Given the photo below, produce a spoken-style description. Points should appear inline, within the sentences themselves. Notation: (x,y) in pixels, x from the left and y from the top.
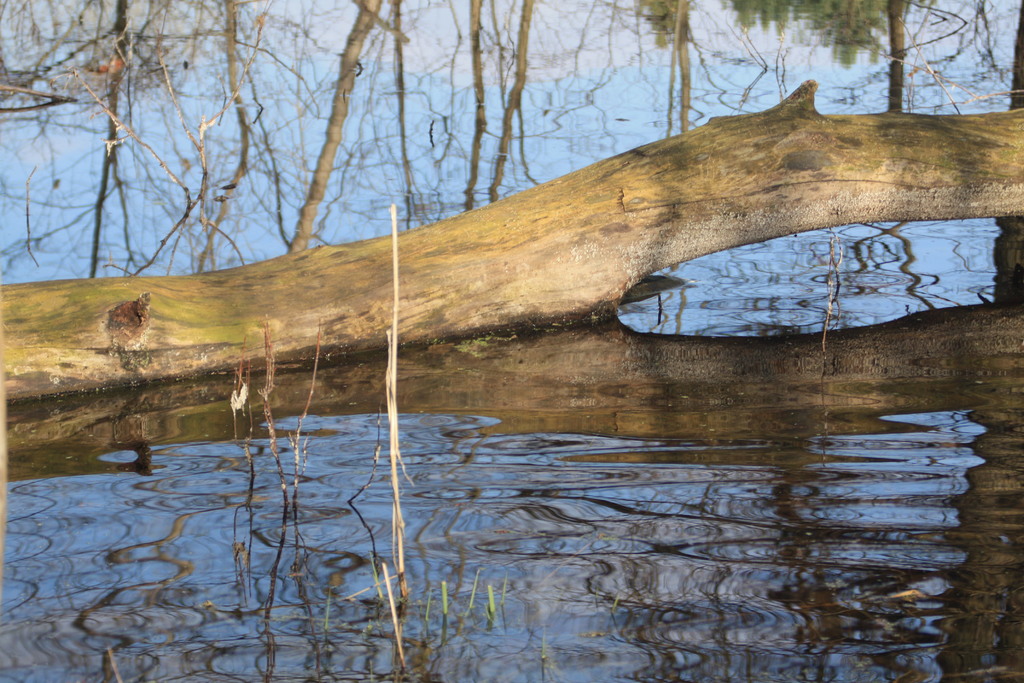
In this image there is a wooden branch (403,267) in the water (254,450) and we can see some reflections (304,146) of trees (326,175) in the water (483,494).
